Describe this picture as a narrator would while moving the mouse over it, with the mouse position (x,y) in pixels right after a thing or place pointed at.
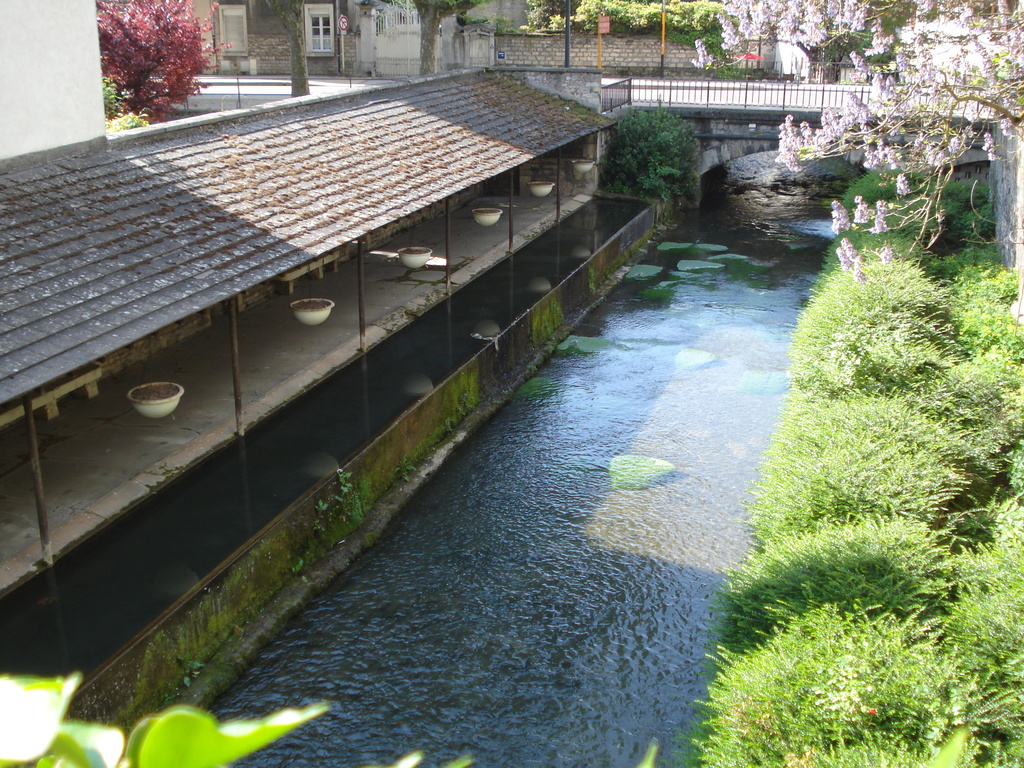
In this image we can see objects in the water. On the right side (953,266) we can see plants (1006,530), trees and wall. At the bottom (254,721) we can see leaves (175,729). In the background (266,124) we can see a bridge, trees (186,48), building (277,44), boards (342,22) on the poles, doors (381,44), wall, plants (135,31), objects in the bowls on the platform (248,358) and roof (241,210).
